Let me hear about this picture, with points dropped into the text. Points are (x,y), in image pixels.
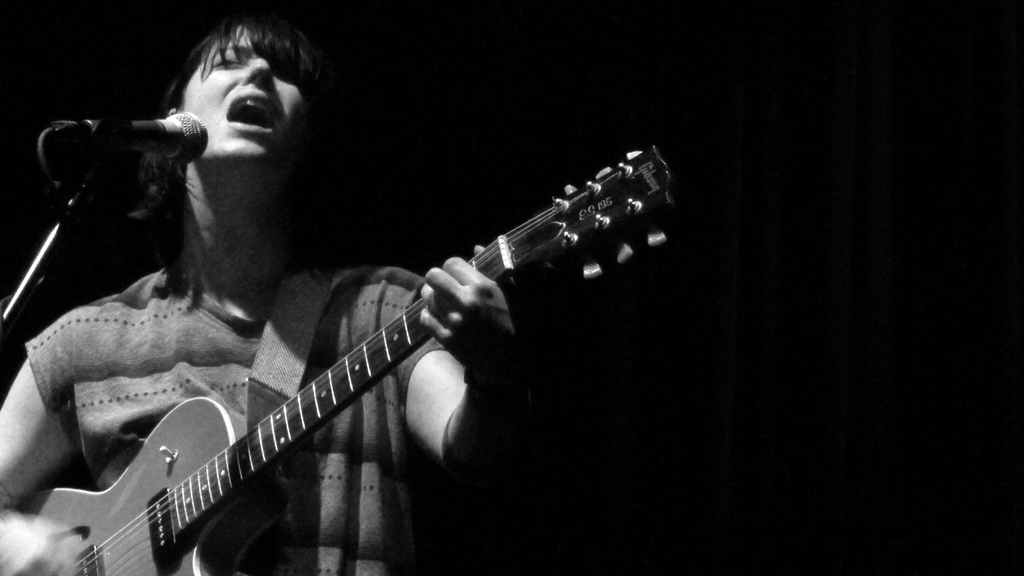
A person (268,222) is playing guitar (217,417). In front of the person (213,137) there is a mic (136,125) and mic stand (40,258). In the background (125,278) it is black.
